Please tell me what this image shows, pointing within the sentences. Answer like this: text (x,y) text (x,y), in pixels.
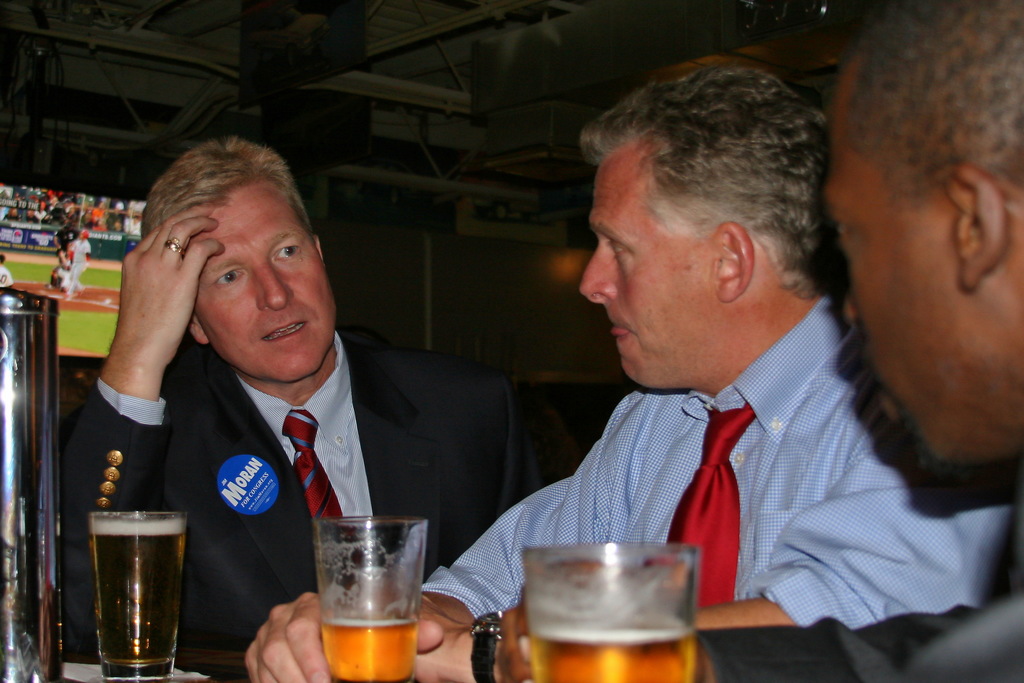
This picture consists of a three persons (172,261) sitting on the chair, in front of the table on which beer glasses (345,599) are kept. In the left middle (92,245), a monitor (73,252) is visible. A roof top (27,11) is made up of rods (428,88). This image is taken inside a bar (397,270).
